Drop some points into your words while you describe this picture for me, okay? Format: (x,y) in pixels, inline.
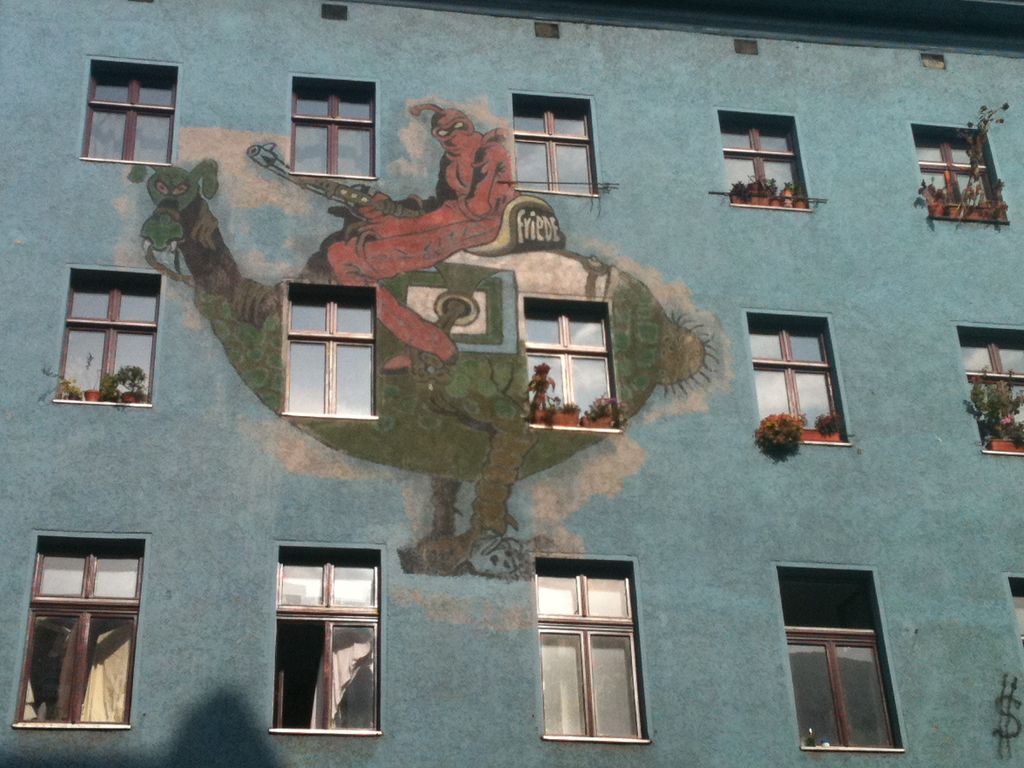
In this image we can see a blue color building (665,579) with glass windows (145,317) and plants (824,416) are kept on the windows (744,180).
